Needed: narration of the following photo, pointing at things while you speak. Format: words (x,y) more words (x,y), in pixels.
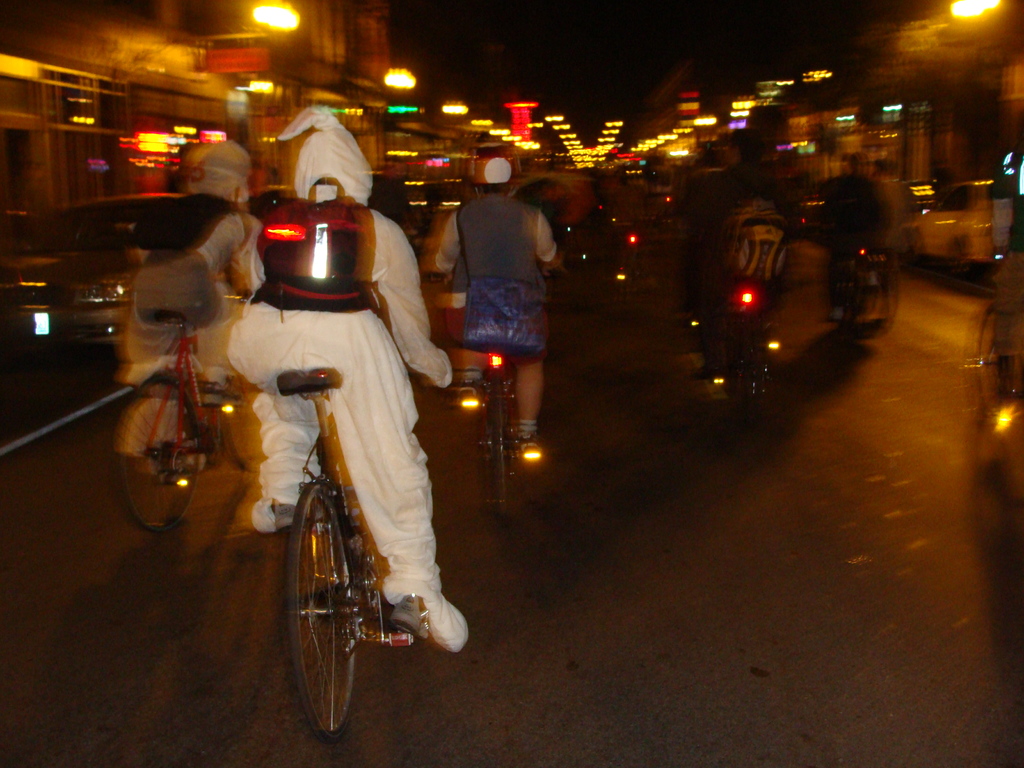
There are group of people (475,240) riding bicycles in a street (631,309) at night time and there are street lights (456,104) and stores (363,124) on the either side of the road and there is a car (125,290) parked at the left side (95,290) and a white car (956,200) parked on the right side of the road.
